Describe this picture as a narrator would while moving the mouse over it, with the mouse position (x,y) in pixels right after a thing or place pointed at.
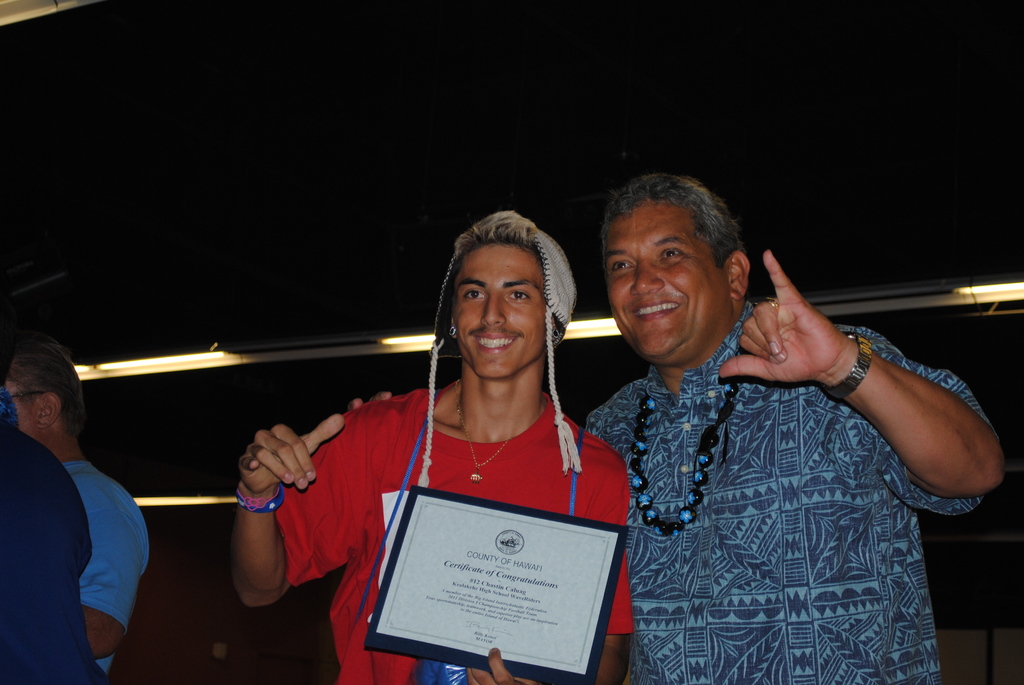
In this picture we can see a person (341,457) holding an award (389,573) and smiling. We can see another person (740,513) standing and smiling. There are two people (69,644) visible on the left side (6,482). We can see some lights (1003,287) in the background (1012,297).
